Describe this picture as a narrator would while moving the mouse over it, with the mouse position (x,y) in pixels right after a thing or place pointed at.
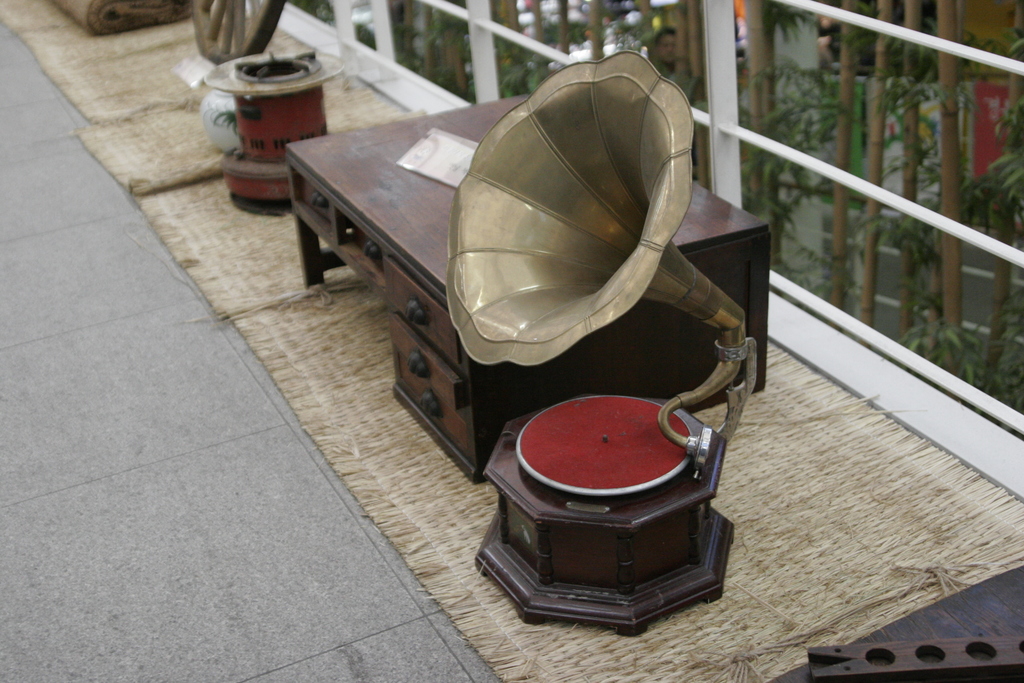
In this image, we can see a wooden table (404,265), there is a musical instrument (569,293). We can see a railing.
